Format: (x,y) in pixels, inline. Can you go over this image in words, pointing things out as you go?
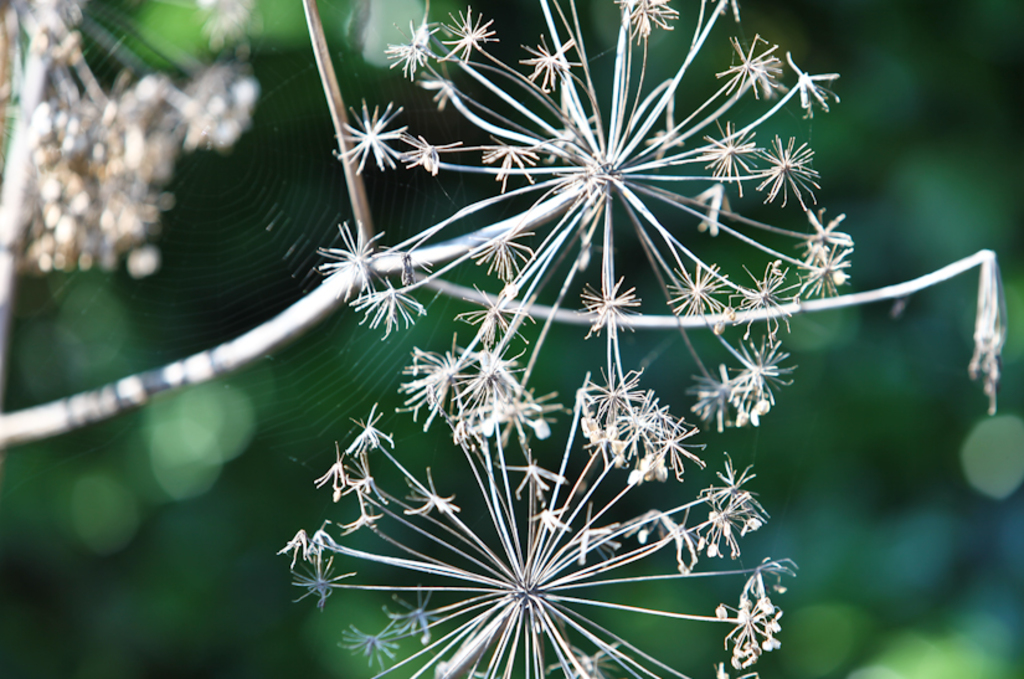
In this image I can see flowers (545,72) and net (318,84) of the spider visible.
